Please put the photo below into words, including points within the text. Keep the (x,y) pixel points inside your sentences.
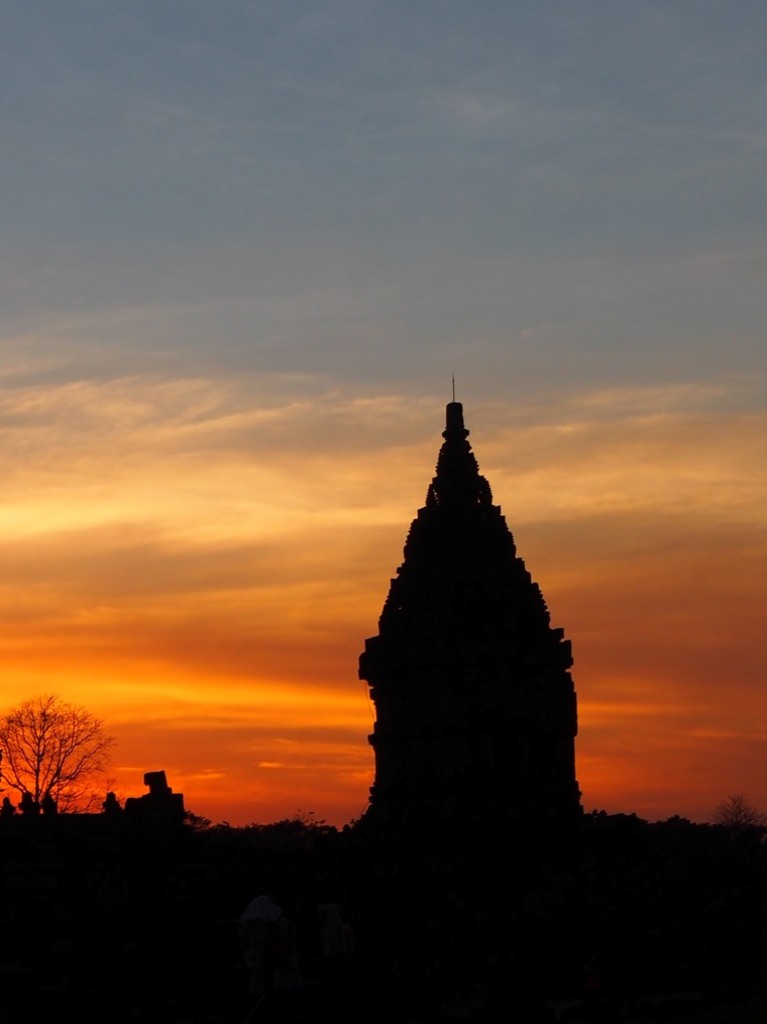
In this image, I can see a spire (511,576). Here is the tree (45,760). This looks like sunset (250,691).
